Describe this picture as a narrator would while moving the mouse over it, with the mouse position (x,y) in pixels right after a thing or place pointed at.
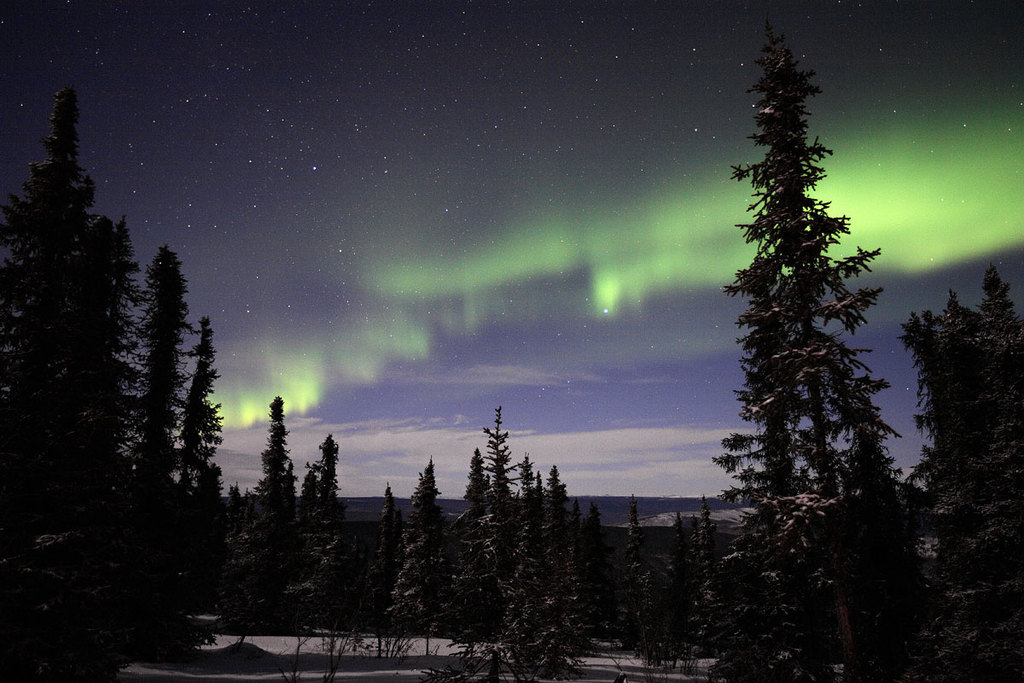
There are trees (522,617), it seems like snow (369,637) and the sky (468,214) in the image.
